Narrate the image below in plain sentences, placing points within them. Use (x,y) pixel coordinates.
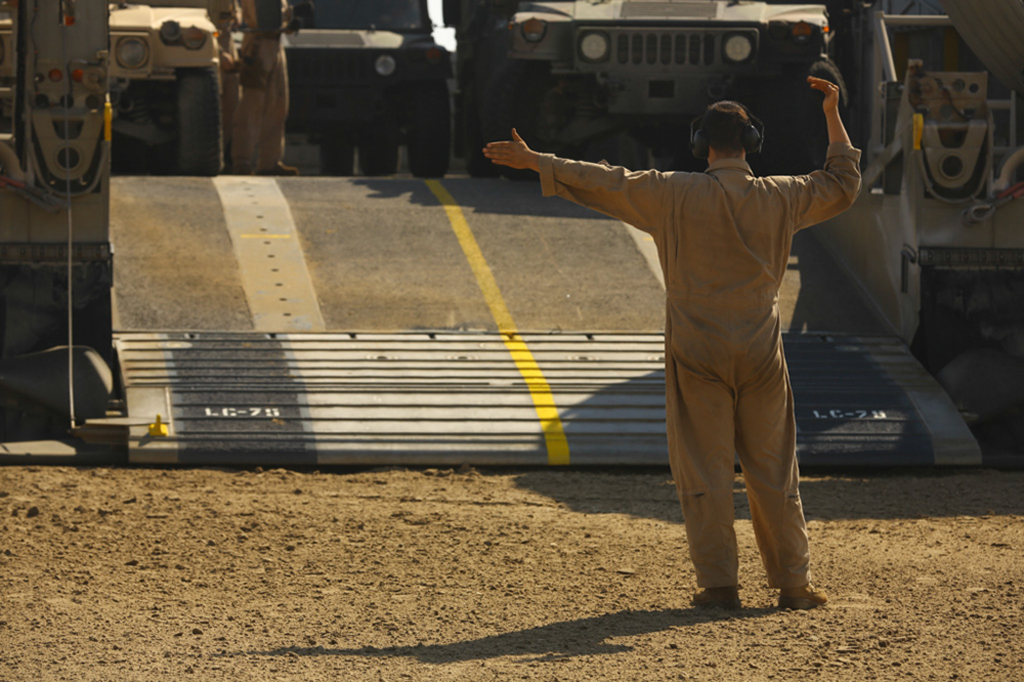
In this image we can see a person (730,338) standing. Behind the person (660,179) we can see few vehicles (360,85) and persons (250,100). On the left side (58,222) we can see a metal object (78,178). On the right side (982,202) we can see few objects (904,244).
